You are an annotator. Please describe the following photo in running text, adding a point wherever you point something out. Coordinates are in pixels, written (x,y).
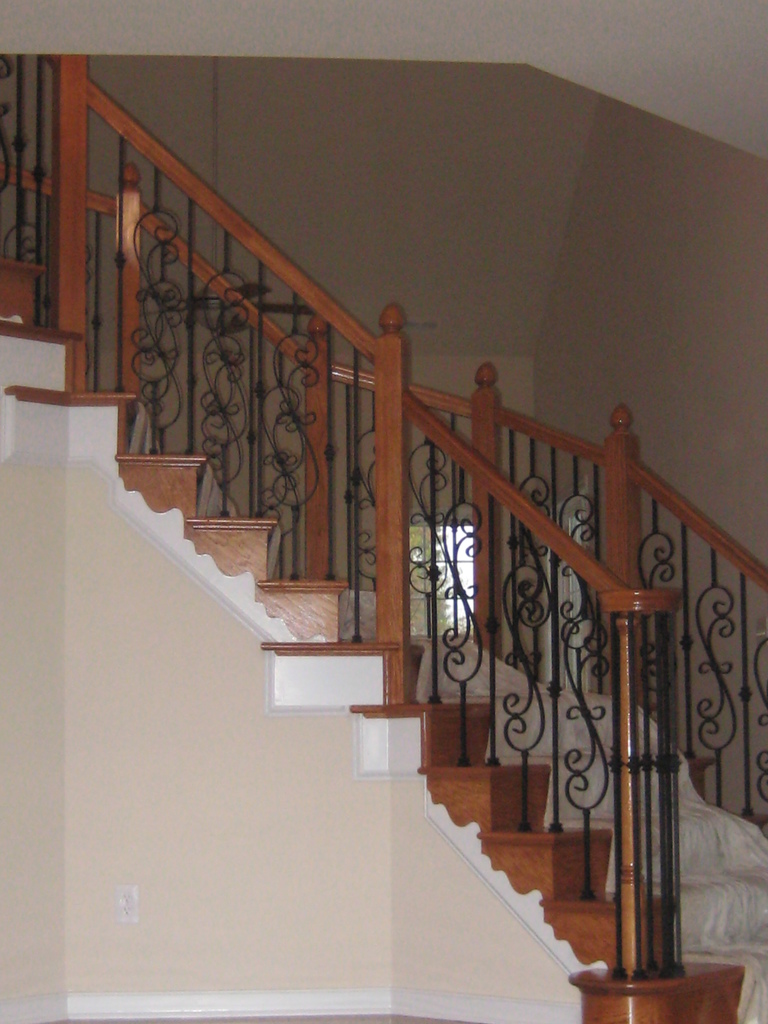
In this image in the center (306,608) there is a stair case (397,758) and on the staircase (428,801) there is one cloth (724,858), and there is a railing (389,556). And in the background (758,539) there is wall (442,497) and window (452,545).
